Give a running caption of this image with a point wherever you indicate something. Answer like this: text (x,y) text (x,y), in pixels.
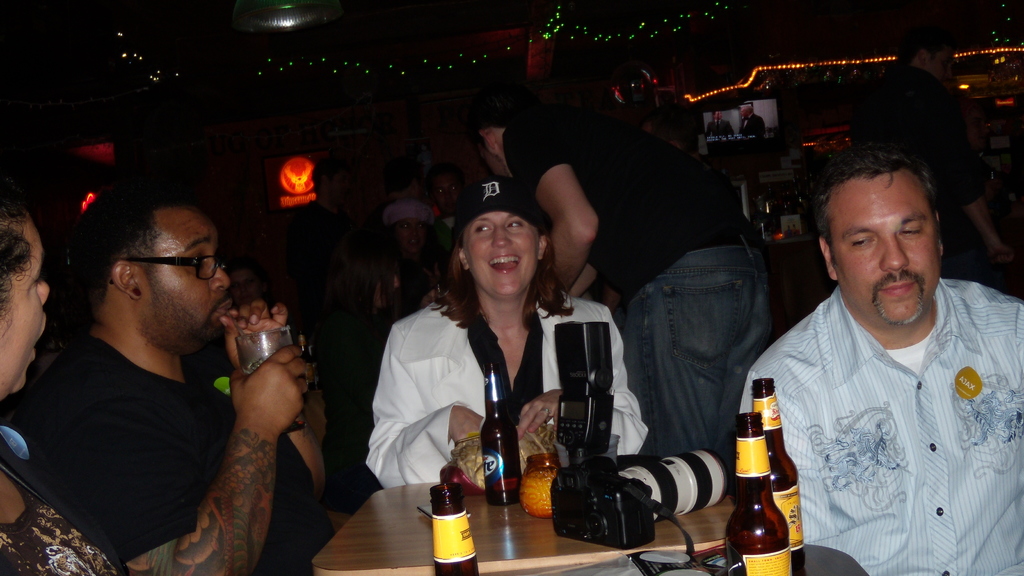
There are group of people (402,376) sitting in chairs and there is a table (516,509) in front (477,515) them which has drink bottles (761,487) and a camera (605,482) on it and there are group of people (536,183) in the background (529,168).
